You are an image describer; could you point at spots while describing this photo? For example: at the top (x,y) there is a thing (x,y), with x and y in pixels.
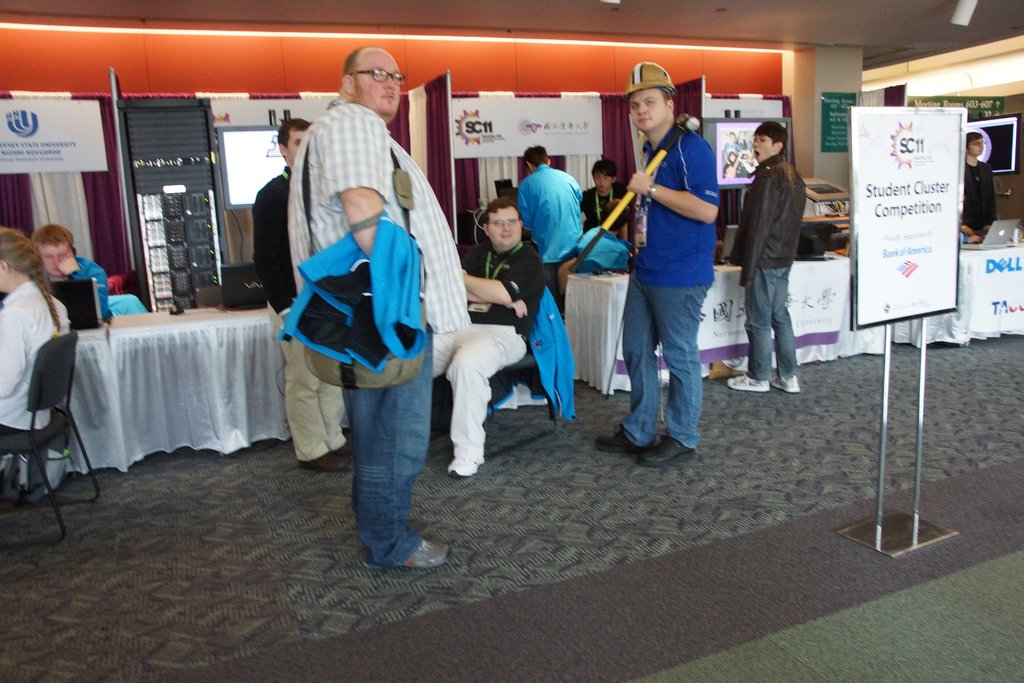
The man (311,204) in the middle of the picture (354,326) wearing a white shirt (333,148) is holding blue jacket (393,293). behind him, the man (640,244) in blue T-shirt (686,180) is holding a hammer (658,154) in his hand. Beside them, we see people (504,285) sitting on the chairs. Behind that, we see a table (176,338) on which laptop (94,294) is placed. Behind them, there is a wall (310,74) on which many posters (572,141) are pasted. At the right top of the picture (861,218), there is a white board (872,193) with some text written on it.
